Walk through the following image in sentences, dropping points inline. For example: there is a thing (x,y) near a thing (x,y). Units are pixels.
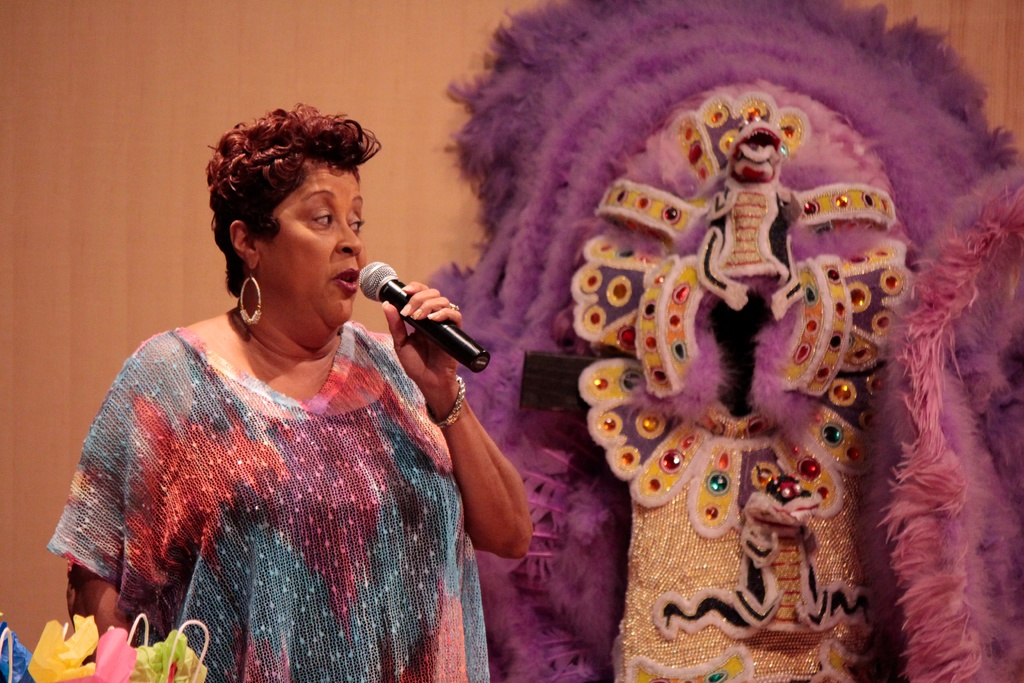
In this image on the left side (326,473) there is one woman (296,289) who is standing and she is holding a mike (402,304) it seems that she is talking. On the right side (779,311) there is one costume (672,353) and on the top of the left corner (122,59) there is a wooden wall (91,102).
